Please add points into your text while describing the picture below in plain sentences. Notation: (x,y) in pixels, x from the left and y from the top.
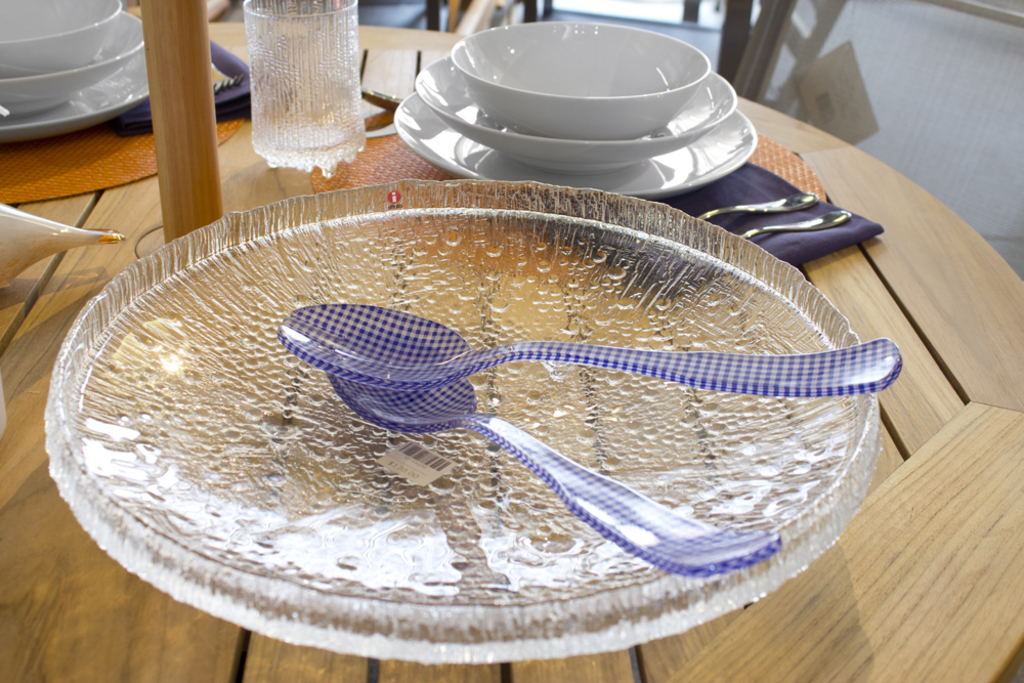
In this image at the bottom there is a table (52,319), on the table (68,316) there is a plate (481,316), spoons (546,341), bowls (655,114), cloths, glass (319,110) and one wooden stick (195,94). And in the background (753,62) there are some objects (798,38).
